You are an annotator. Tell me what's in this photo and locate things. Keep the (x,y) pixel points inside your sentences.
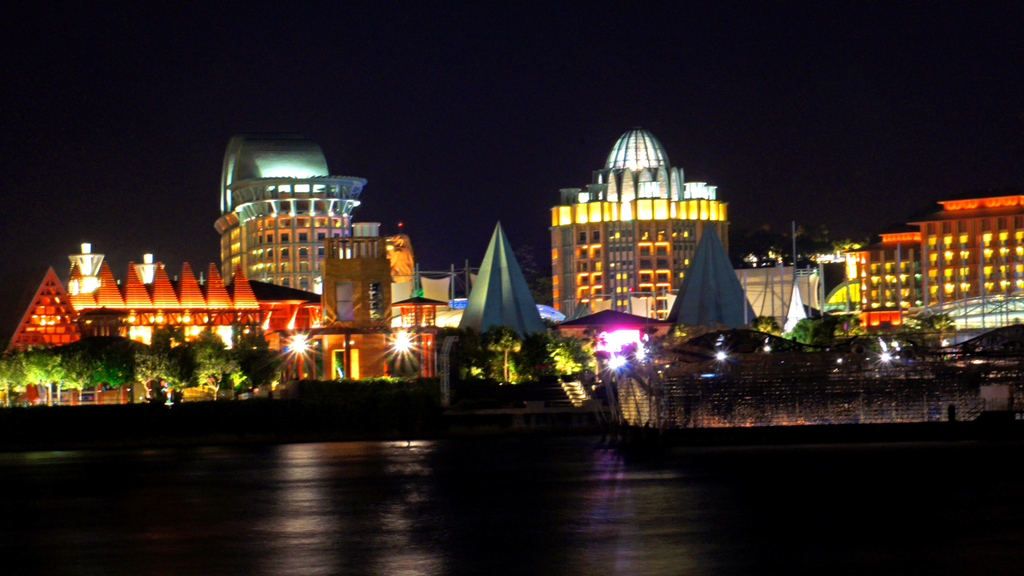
In this picture we can see the ground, here we can see buildings (263,272), trees (760,265), lights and some objects (690,292) and in the background (548,148) we can see it is dark.
